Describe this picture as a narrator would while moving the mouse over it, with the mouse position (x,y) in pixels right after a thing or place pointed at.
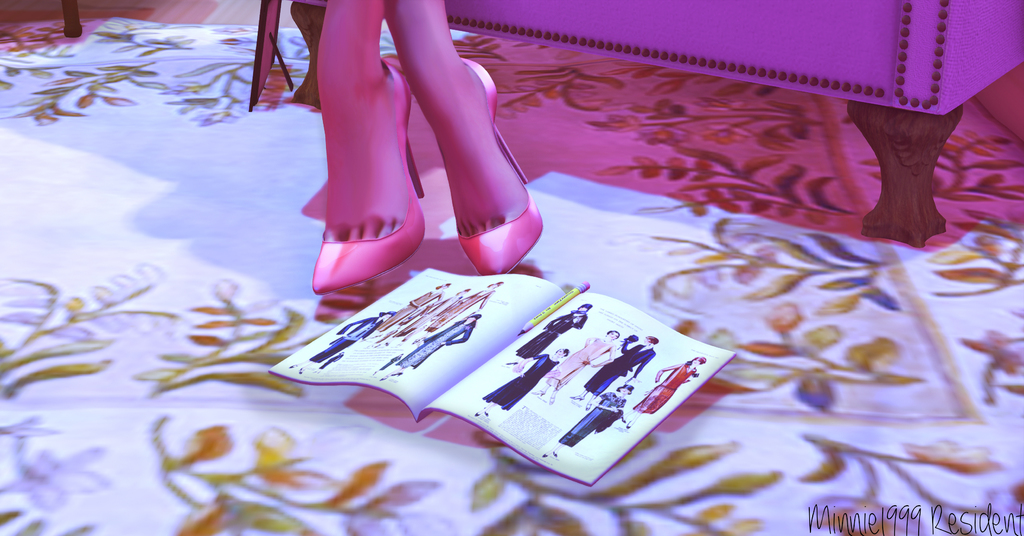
In this picture we can see an animated image, in which we can see a woman's legs (403,222), we can see a magazine (506,354) with pencil (562,299) are placed on the floor (246,366).
